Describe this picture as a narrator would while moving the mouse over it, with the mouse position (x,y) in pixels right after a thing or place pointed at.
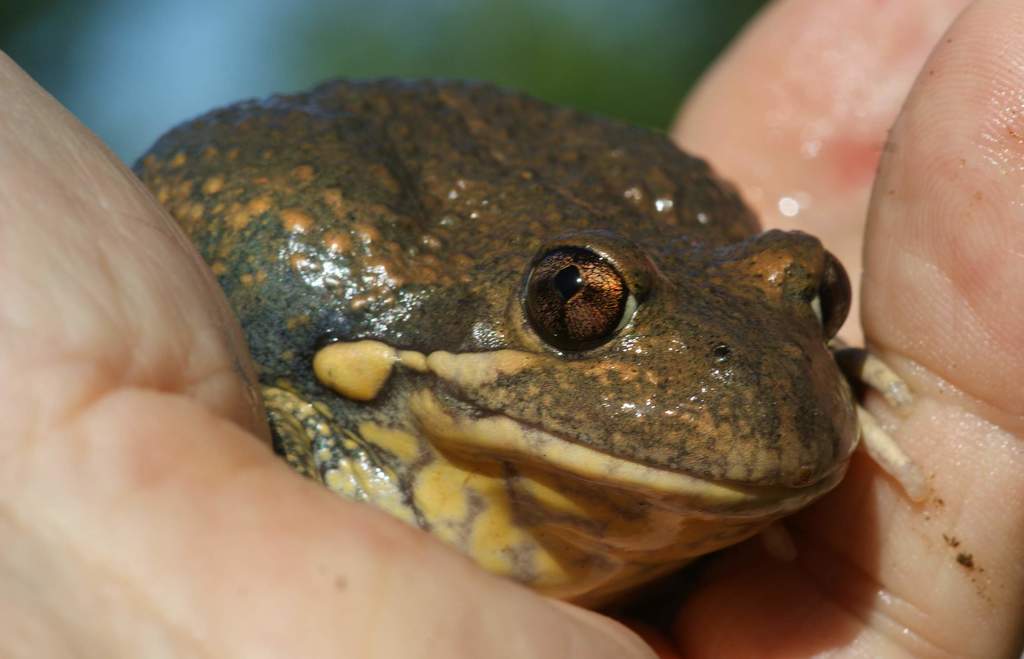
In the center of the image (517,390) there is a frog (497,380) in human hands (102,373).
